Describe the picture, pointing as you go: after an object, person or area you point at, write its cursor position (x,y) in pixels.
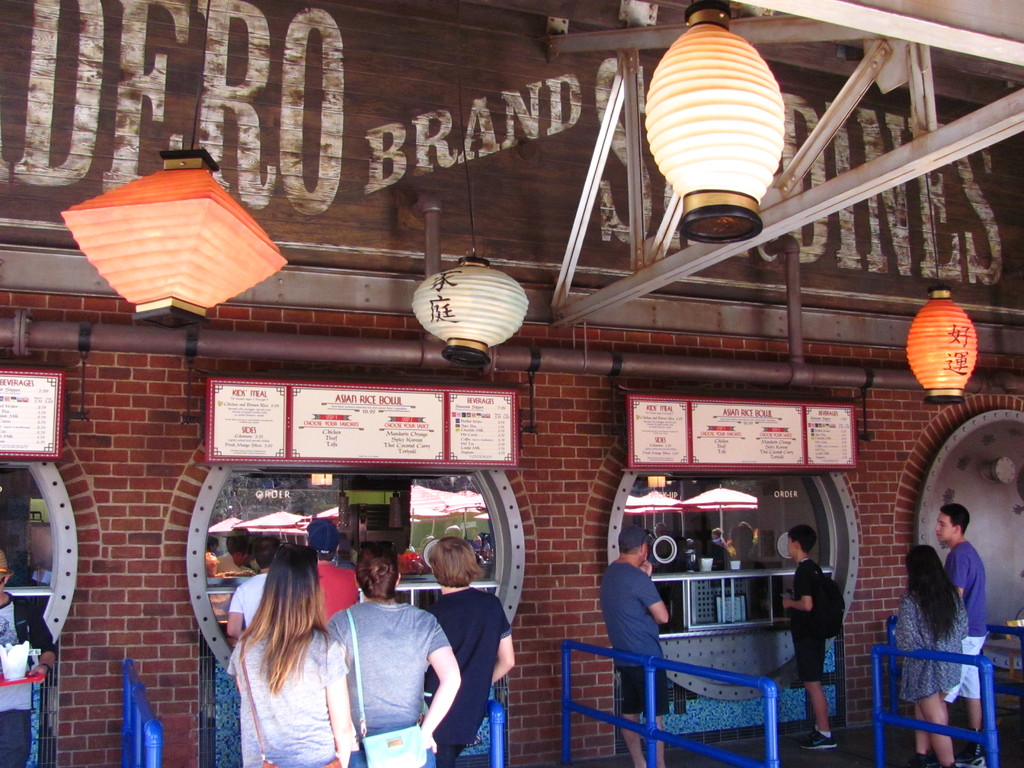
This image consists of some people (914,595), who are standing at the bottom (637,531). There are lights (153,199) at the top (668,182). This looks like a store (135,349).
